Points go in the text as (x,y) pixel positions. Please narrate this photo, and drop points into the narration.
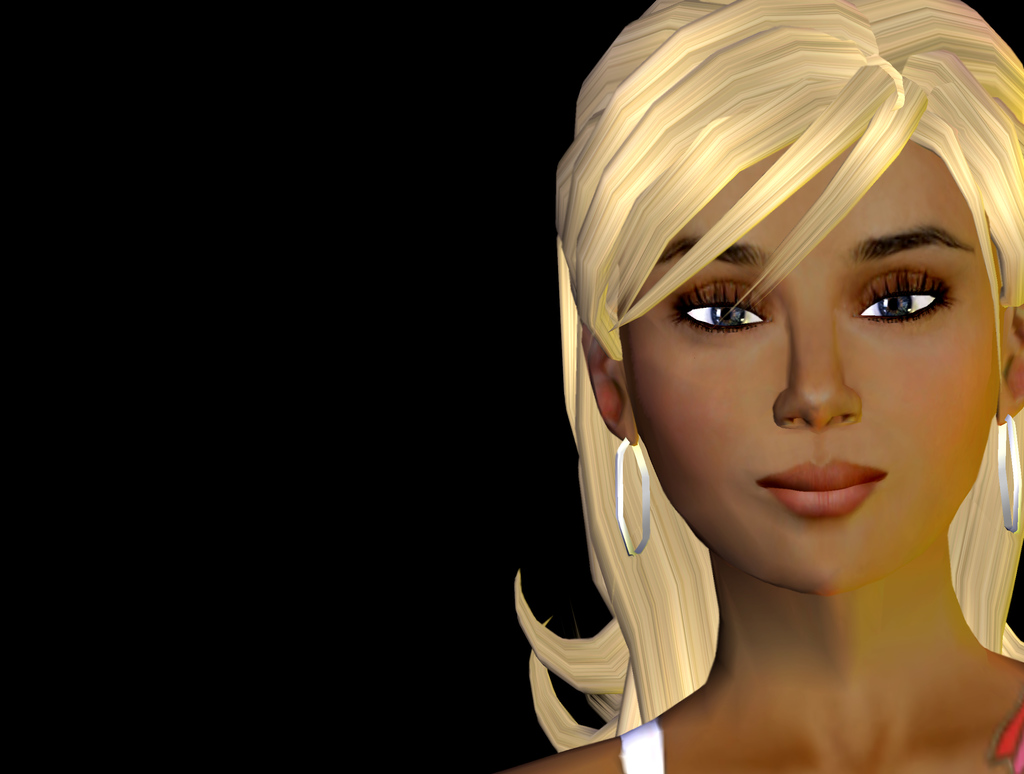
This image is a cartoon. In this image we can see women (748,583).
